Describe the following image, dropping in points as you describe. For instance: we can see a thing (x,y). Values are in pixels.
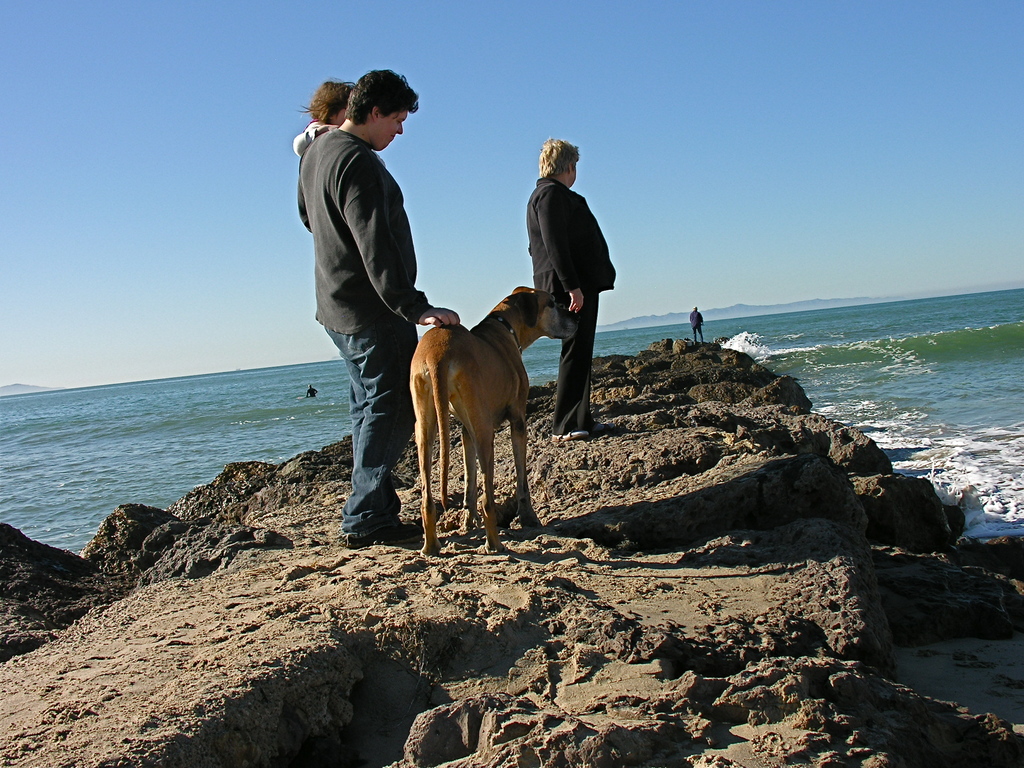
In this picture we have some people (571,369) and a dog (516,374) standing on the rocks (492,647) near the sea (35,429).
